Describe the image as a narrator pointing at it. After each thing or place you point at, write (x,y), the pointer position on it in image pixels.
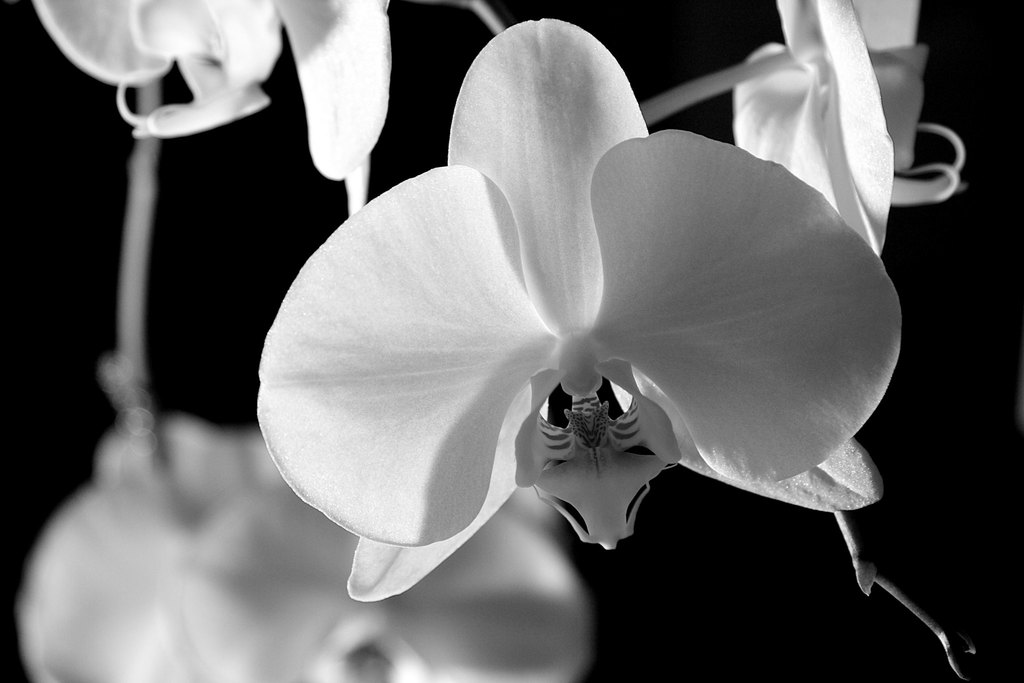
This is a black and white picture where we can see some objects (538,552) which are in white color. The background (654,551) is black in color and this part of the image is blurred.
